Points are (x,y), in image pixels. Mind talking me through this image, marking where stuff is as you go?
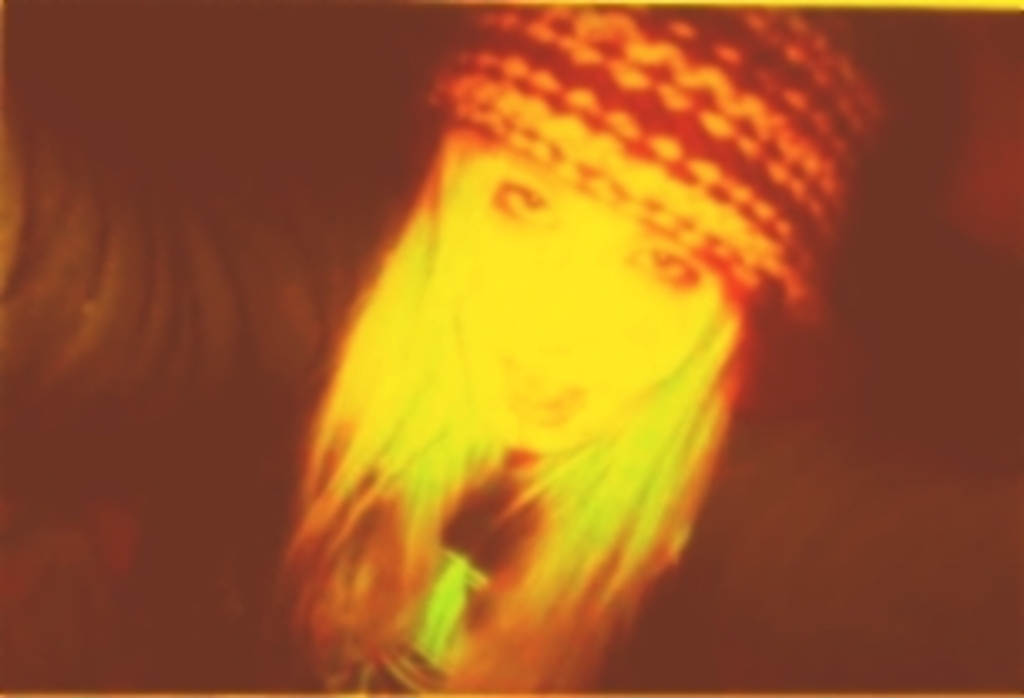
In the middle of the image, there is a person (736,82) wearing a cap (820,225). And the background (206,631) is dark in color.
